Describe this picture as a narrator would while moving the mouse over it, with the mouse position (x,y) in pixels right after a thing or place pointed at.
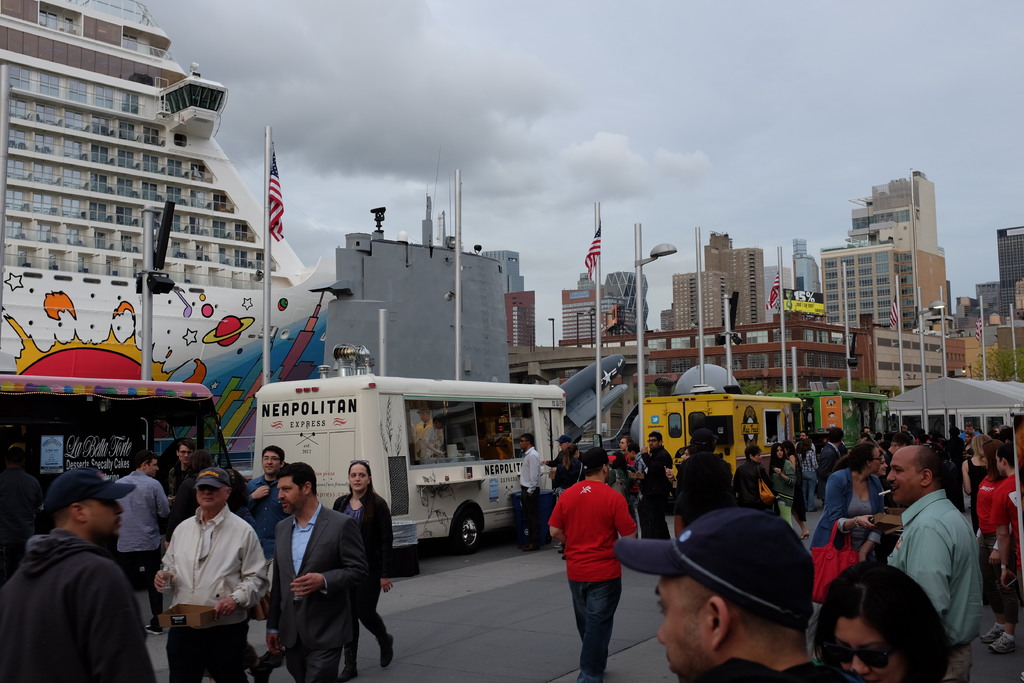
In this image there are a group of people (592,574) some of them are standing and some of them are walking, and also there are some trucks (335,443), poles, buildings (954,334), flags (977,334), street lights (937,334) and trees (1003,360) and some objects (945,385). At the top (547,126) there is sky (547,126) and at the bottom (441,640) there is road (558,624).
